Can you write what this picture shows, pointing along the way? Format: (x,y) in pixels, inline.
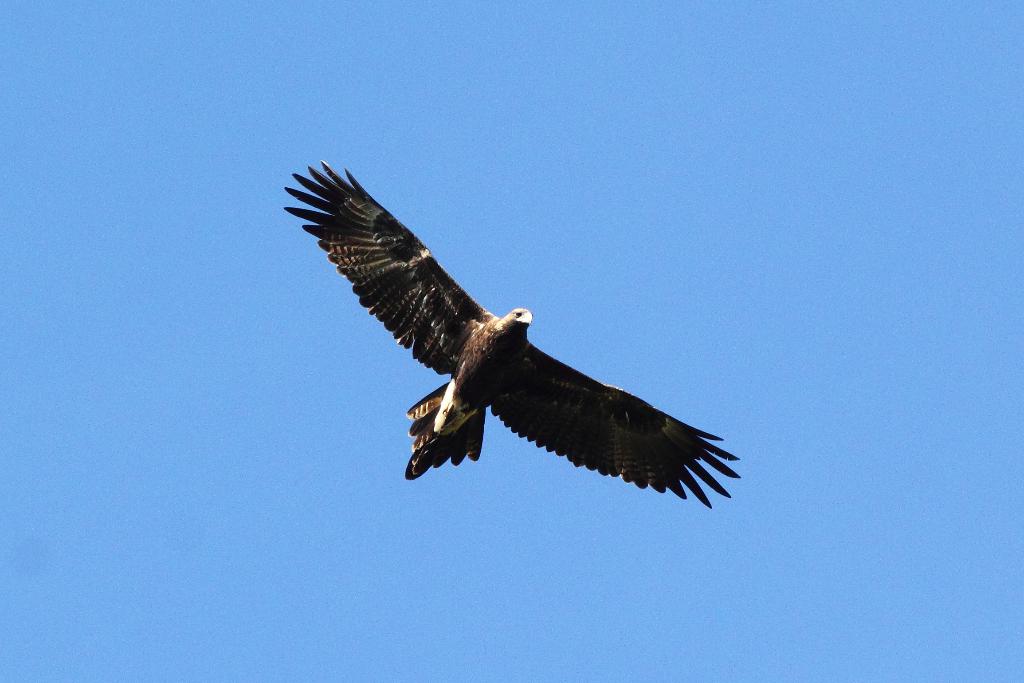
This picture shows a eagle (500,357) flying and we see a blue sky (153,294). It is brown and white in color.
